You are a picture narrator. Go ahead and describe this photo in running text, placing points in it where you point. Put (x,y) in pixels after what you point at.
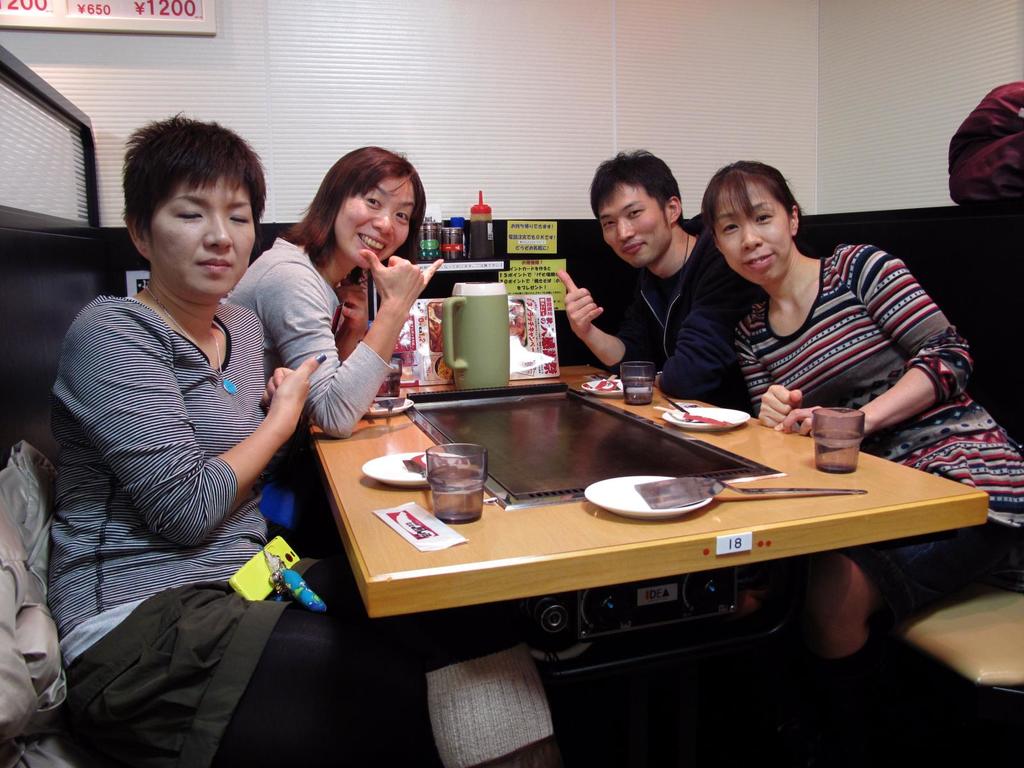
Four people (264,334) at a restaurant (46,120) are posing to camera. Of them three are women (343,224) and a man (669,234).
